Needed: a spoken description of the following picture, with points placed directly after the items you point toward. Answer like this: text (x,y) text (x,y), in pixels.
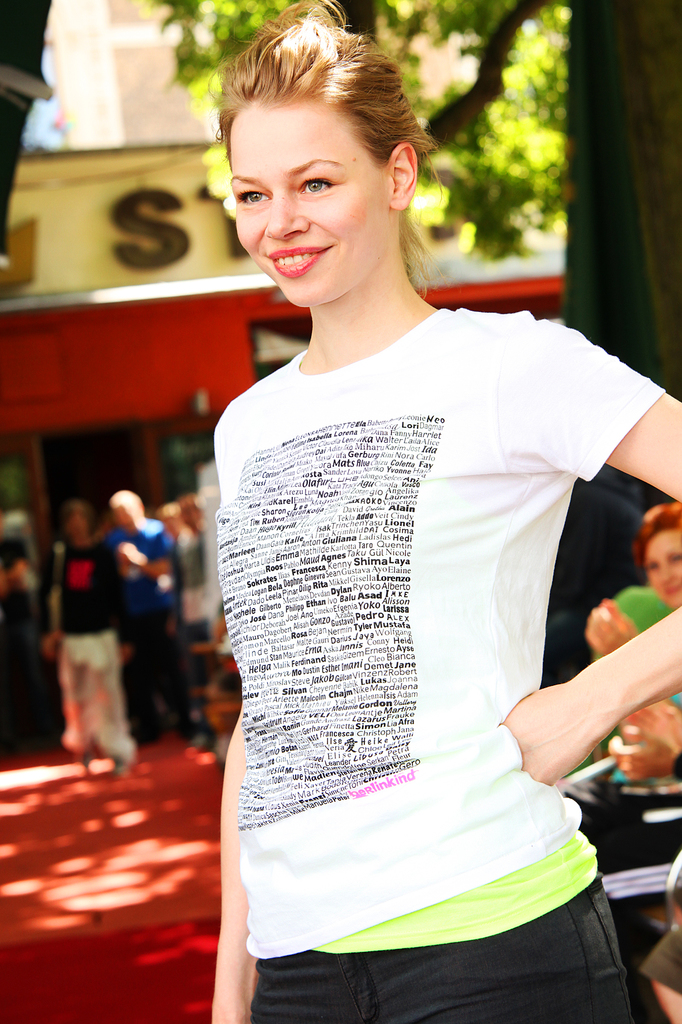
In this image I can see the person (359,619) standing and wearing the white, green and black color dress (359,749). And the person (333,256) is smiling. In the background (194,584) I can see the group of people (156,591) with different color dresses (95,615). I can also see the building (98,170) and trees (441,170) in the back (421,215).
